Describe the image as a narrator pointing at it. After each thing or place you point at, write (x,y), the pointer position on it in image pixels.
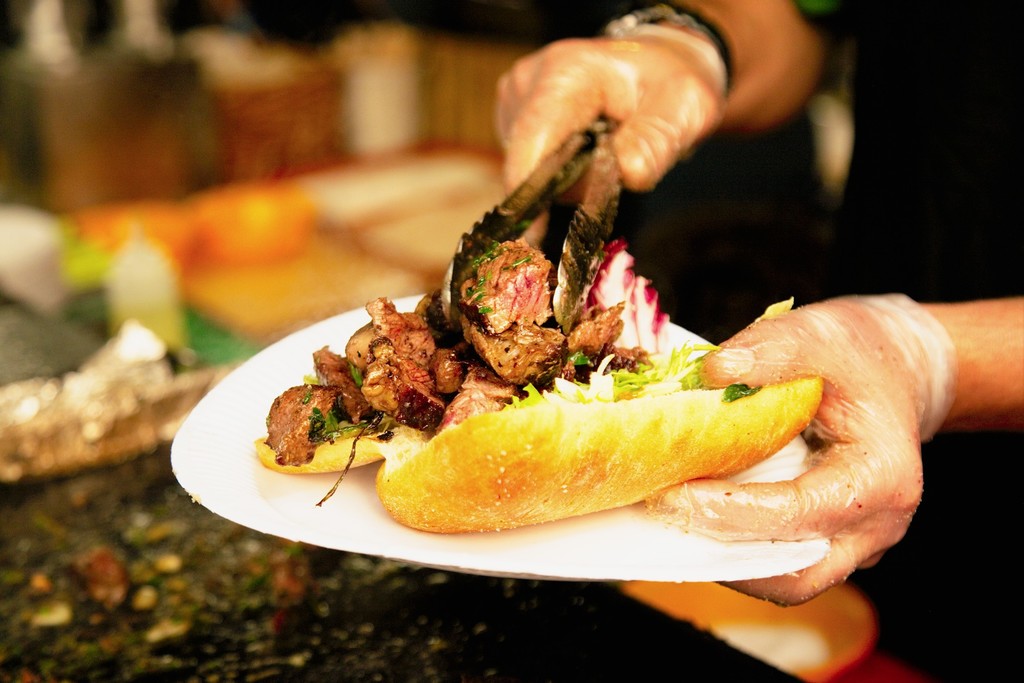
In this image there is a person (925,391) holding the food item (565,427) with one hand (751,364) and tongs (475,274) with another hand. Background of the image (157,331) is blur.
